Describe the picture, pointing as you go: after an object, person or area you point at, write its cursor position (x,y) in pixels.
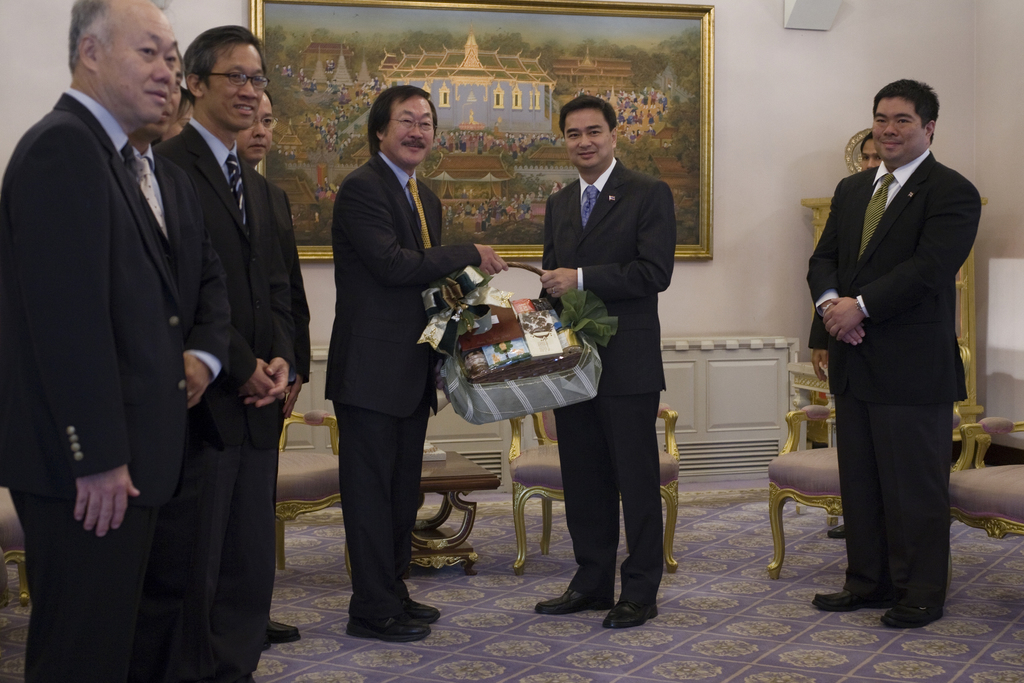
In this image i can see a group of men (352,328) are standing on the floor (327,532) and smiling.
